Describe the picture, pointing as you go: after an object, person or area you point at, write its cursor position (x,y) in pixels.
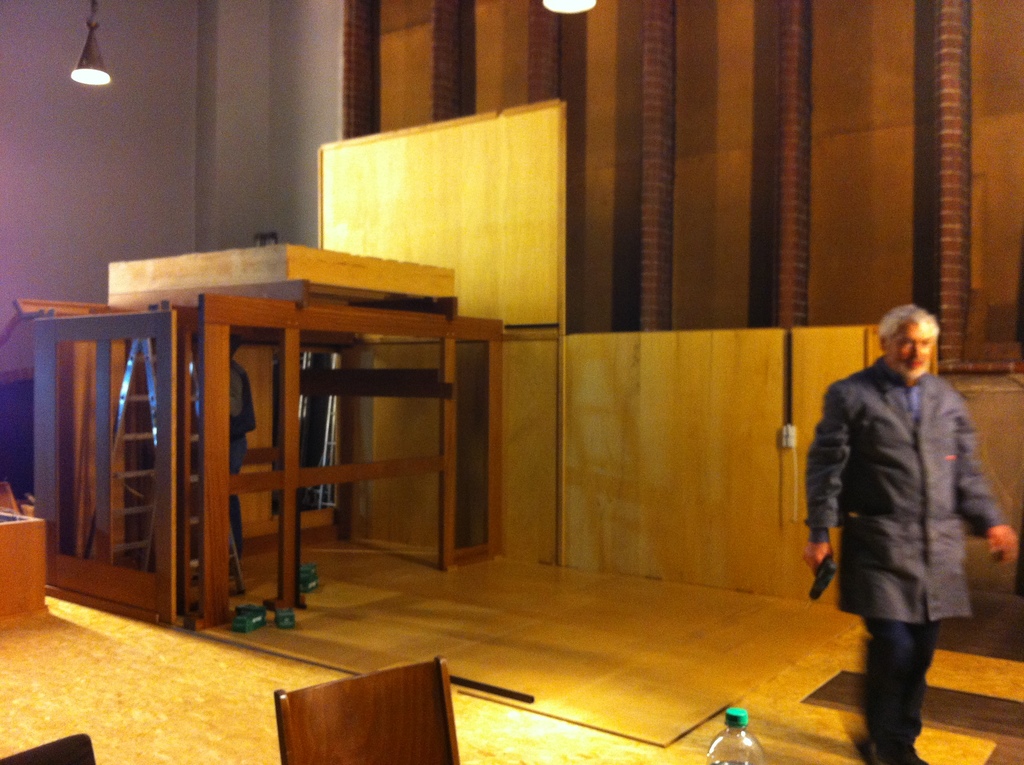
In the image on the right side (939,627) there is a man (879,581) walking and holding an object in his hand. At the bottom of the image (740,732) there is a bottle (729,736) and also there is a chair (402,731). Behind them there is a wooden frame (223,442). Inside the frame (224,411) there is a ladder (153,383) and also there is a person (241,442). In the background (513,90) there is a wall (580,139). Beside the frame (496,354) there are wooden walls (622,416).
